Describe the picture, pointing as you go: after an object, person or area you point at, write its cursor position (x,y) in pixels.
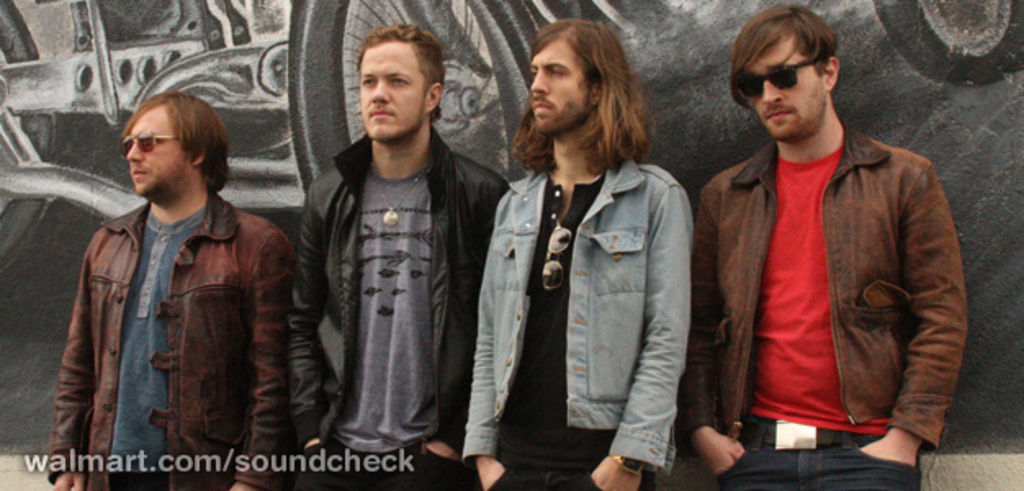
In this image, we can see persons (489,265) wearing clothes (164,340). In the background (103,149), we can see a wall (914,36) contains some art (633,25). There is a text (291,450) in the bottom left of the image (105,456).
